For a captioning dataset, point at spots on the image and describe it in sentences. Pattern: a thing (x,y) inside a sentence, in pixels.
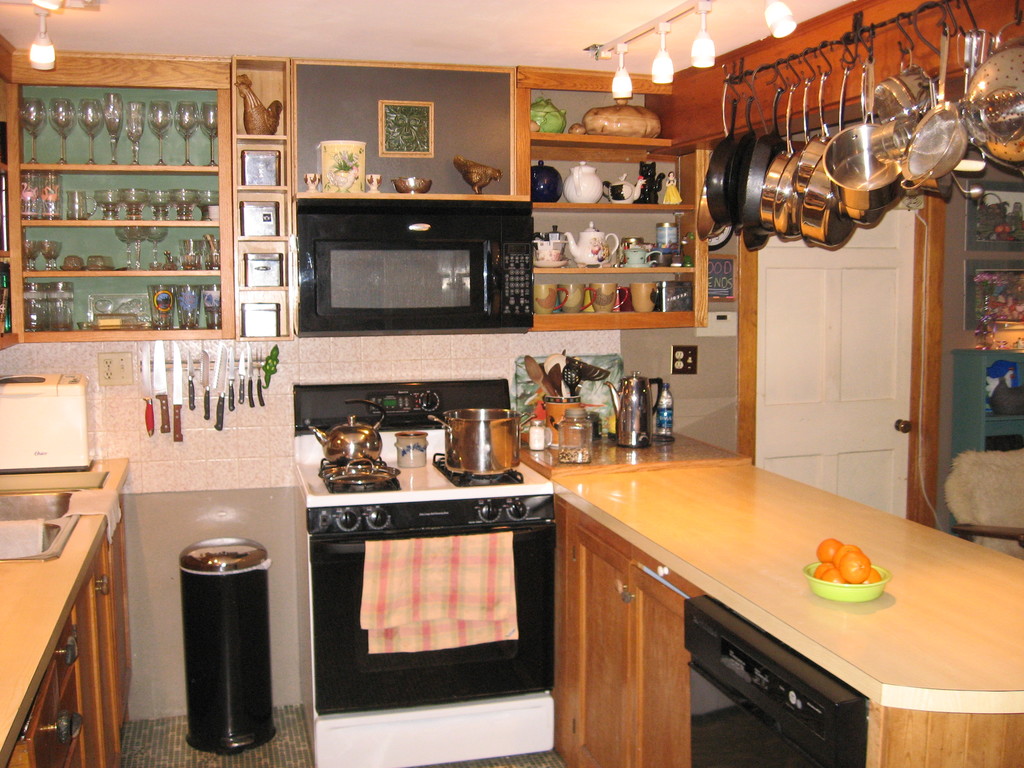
In this image I can see a kitchen cabinet (542,466) and in the kitchen cabinet (72,612) I can see gas stove (395,448), jars (409,448), bottles (665,428), small bowl (835,583) in the bowl (823,591) I can see fruits (834,552) and some steel bowls (368,480), in front of cabinet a cloth (430,554) kept on hanger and there is a micro oven (427,298) and some glasses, jars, mugs (641,292) kept in the rack (605,154) at the top (245,156) and there are some pans (818,187) attached to the hanger (785,66) in the top right (1022,30), there is a door (801,297) and photo frame (968,317) attached to the wall (963,325) on the right side (809,308) and there is a dustbin (194,687), cupboard (107,552), sink (59,518) visible on the left side (47,531).
